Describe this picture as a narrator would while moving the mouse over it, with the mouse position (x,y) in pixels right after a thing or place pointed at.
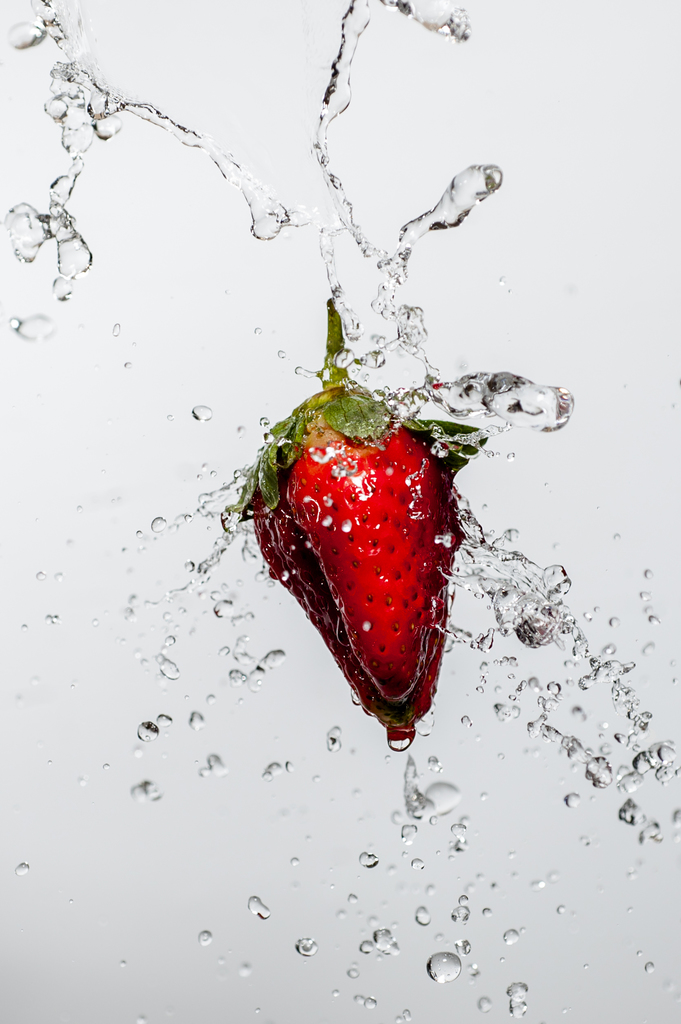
As we can see in the image there is a white color wall (550,251), water (444,226) and strawberry (312,569).
